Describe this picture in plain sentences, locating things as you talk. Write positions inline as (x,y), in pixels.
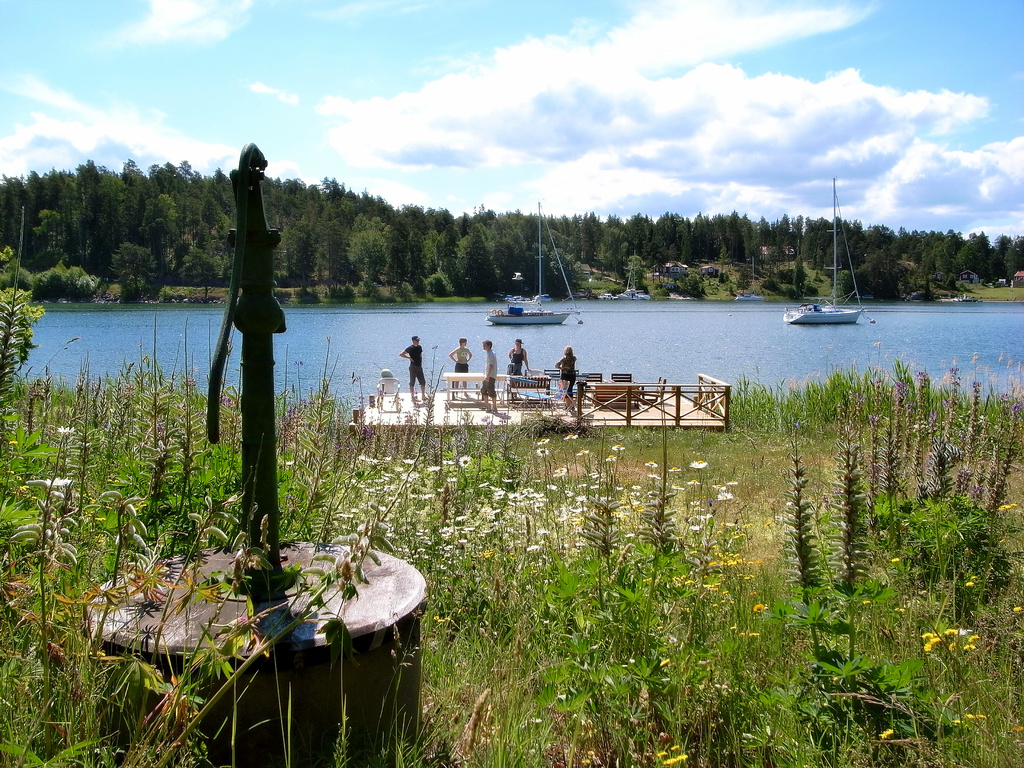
In this image we can see persons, water pump (231,241), plants (623,590), trees (763,263), water (620,343), boats (744,300), houses (974,278), sky (385,51) and clouds (434,104).
